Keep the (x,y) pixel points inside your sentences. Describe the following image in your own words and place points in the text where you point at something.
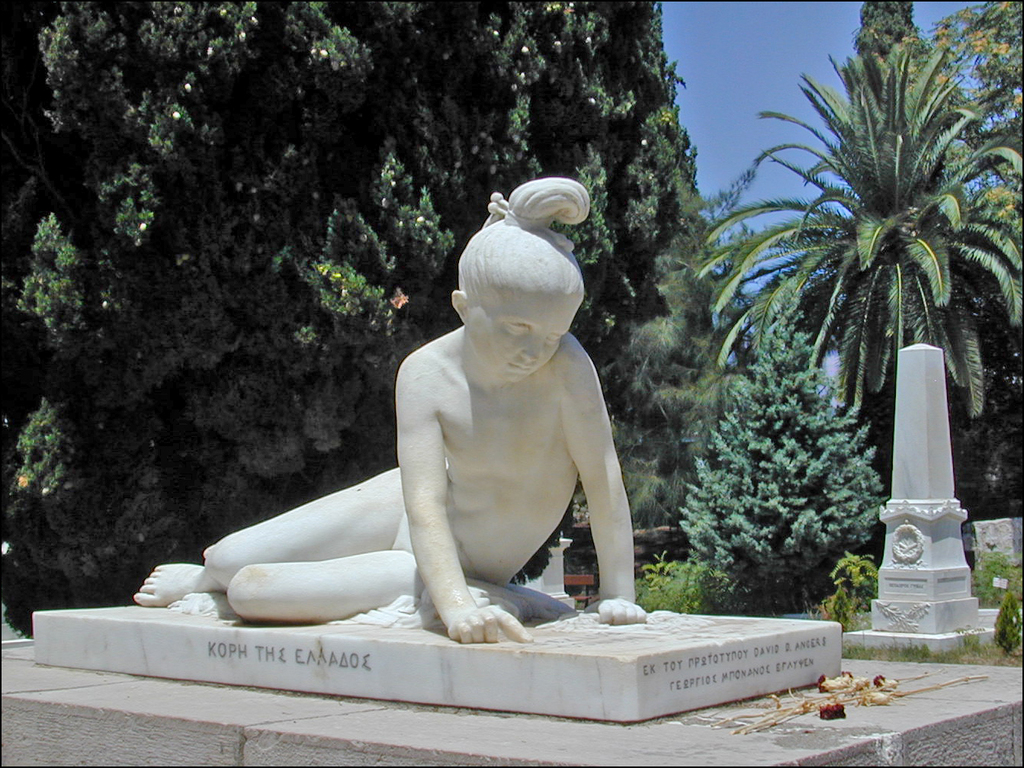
In the image, there is a white sculpture (461,480) and behind the sculpture (444,525) there are a lot of trees (803,405) and plants (805,448), in the background (740,13) there is a sky (717,132).
